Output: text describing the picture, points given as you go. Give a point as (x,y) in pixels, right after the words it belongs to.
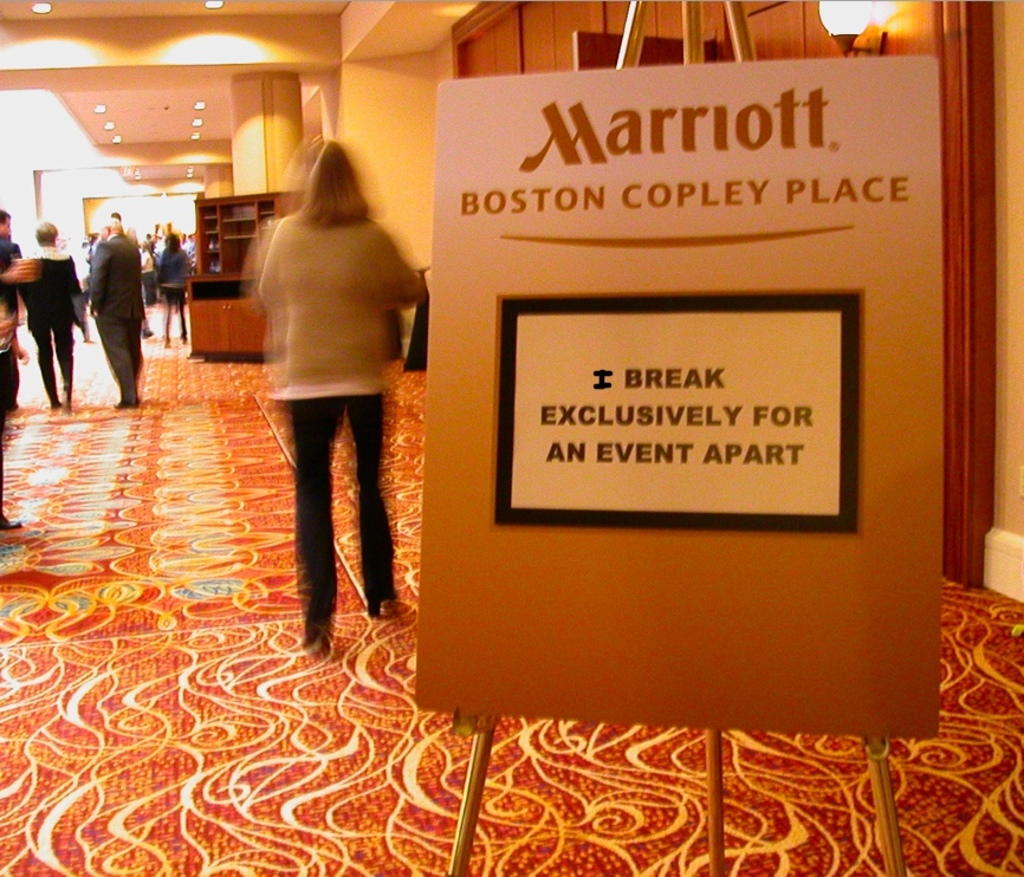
In this picture we can observe a board (537,314) to this stand (634,31). There are some people (282,323) standing and walking. We can observe a cupboard (209,260) here. There is a pillar (257,145). We can observe some lights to the ceilings (108,97). In the background (379,169) there is a wall (381,156).
